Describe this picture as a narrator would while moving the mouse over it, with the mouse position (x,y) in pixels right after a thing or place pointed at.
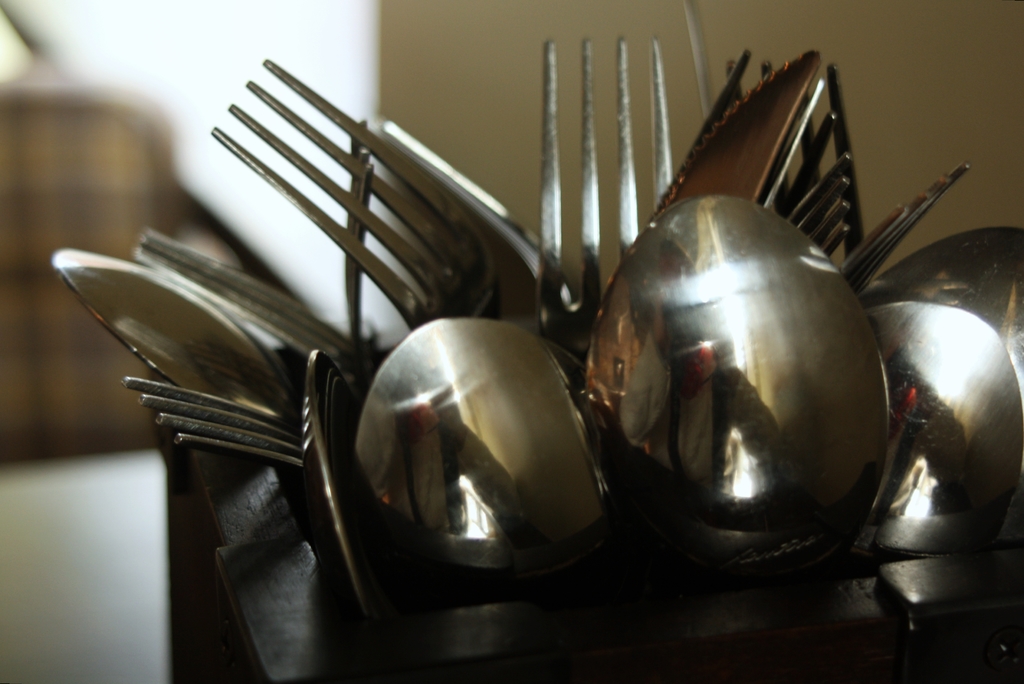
In this image I can see few spoons (671,259), few forks (551,108) in black color spoon stand (291,647). Background (102,417) is blurred.
